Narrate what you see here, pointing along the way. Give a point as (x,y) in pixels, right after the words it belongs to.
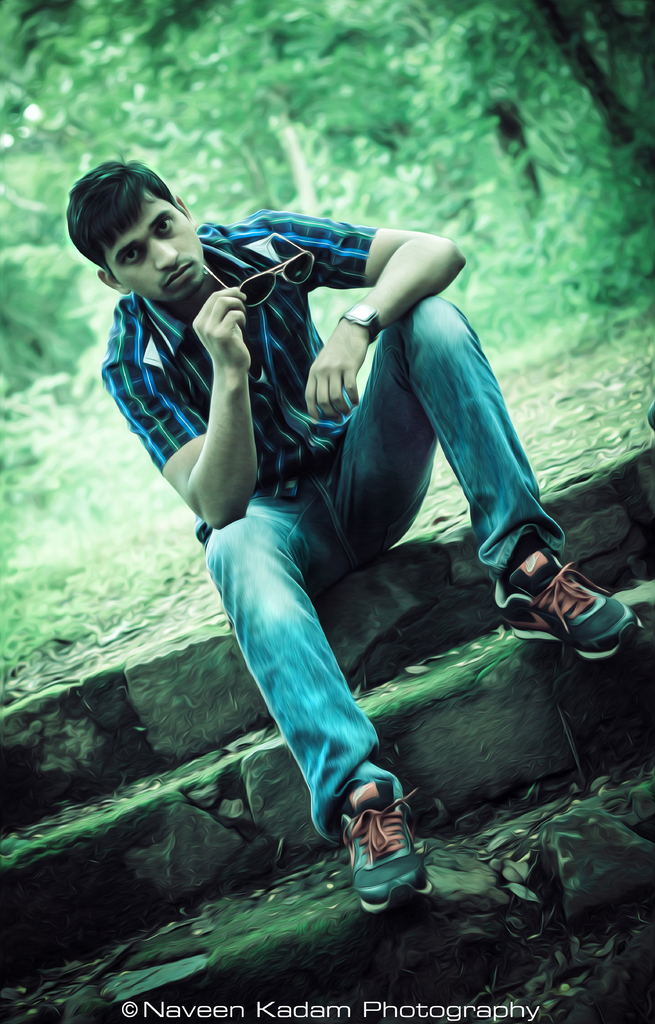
This person (275,311) is holding a goggles (301,253) and looking forward. Bottom of the image (384,1013) there is watermark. Background (59,43) it is blurry and we can see trees (342,72).
